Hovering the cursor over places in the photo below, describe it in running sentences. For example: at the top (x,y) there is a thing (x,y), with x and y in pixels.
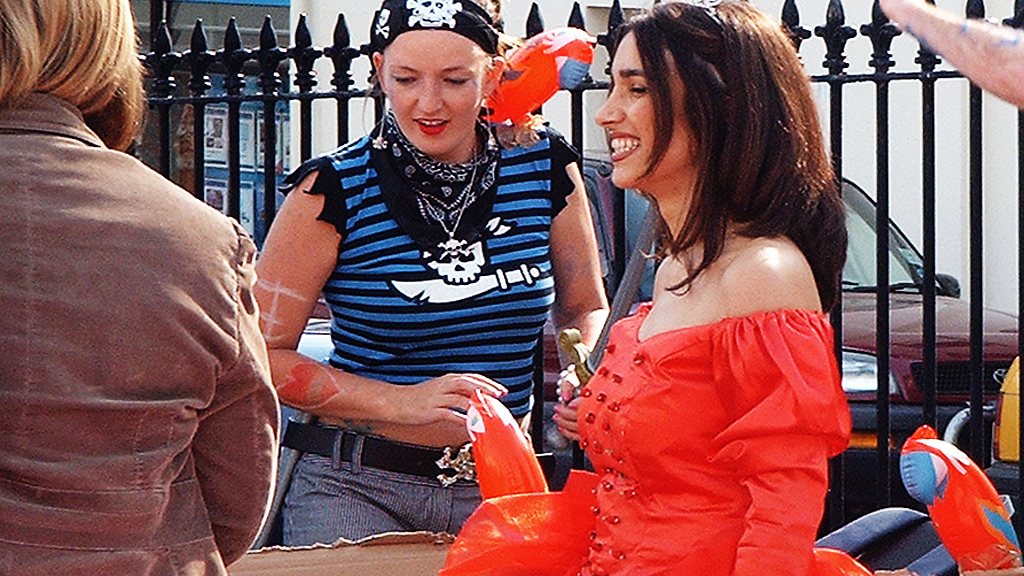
In the center of this picture (585,207) we can see a woman (427,237) wearing T-shirt (469,291), holding a metal object (598,345) and standing. On the right (757,160) we can see a woman (612,407) wearing red color dress (669,343), smiling and seems to be standing and we can see the group of persons (753,212), inflatable objects (524,530), metal rods (931,361), car (949,366), wall (363,23), posters (259,127) and some other objects (912,573).
